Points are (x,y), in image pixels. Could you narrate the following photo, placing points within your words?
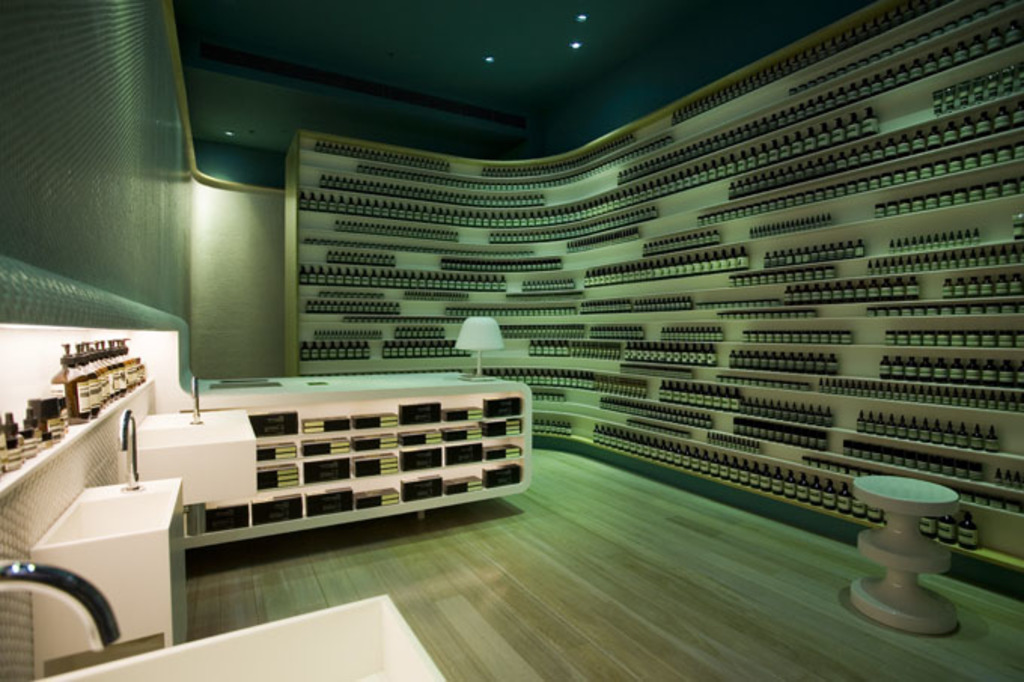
In the image in the center (445,390), we can see sinks (180,414), taps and one table (220,405). On the table (269,393), we can see boxes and one lamp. In the background (452,262) there is a wall (241,209), roof (439,63), stool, and racks (570,189). In the racks (776,456), we can see the bottles (649,302).
